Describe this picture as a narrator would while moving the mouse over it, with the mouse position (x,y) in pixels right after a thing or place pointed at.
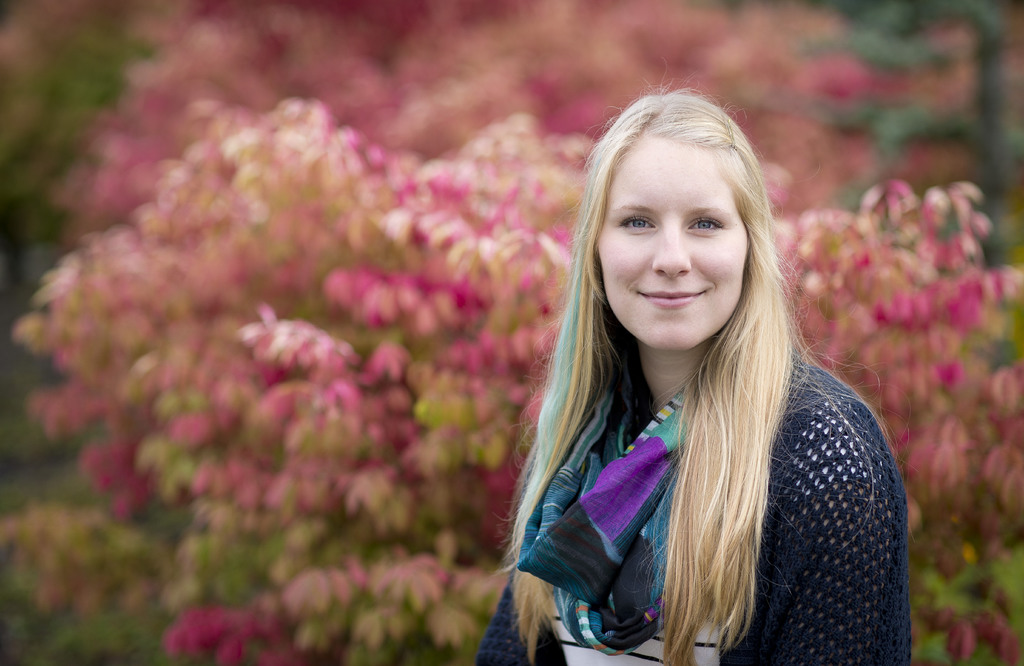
In this image in the front (683,390) there is a woman (692,428) smiling and in the background (343,364) there are flowers (328,179).
